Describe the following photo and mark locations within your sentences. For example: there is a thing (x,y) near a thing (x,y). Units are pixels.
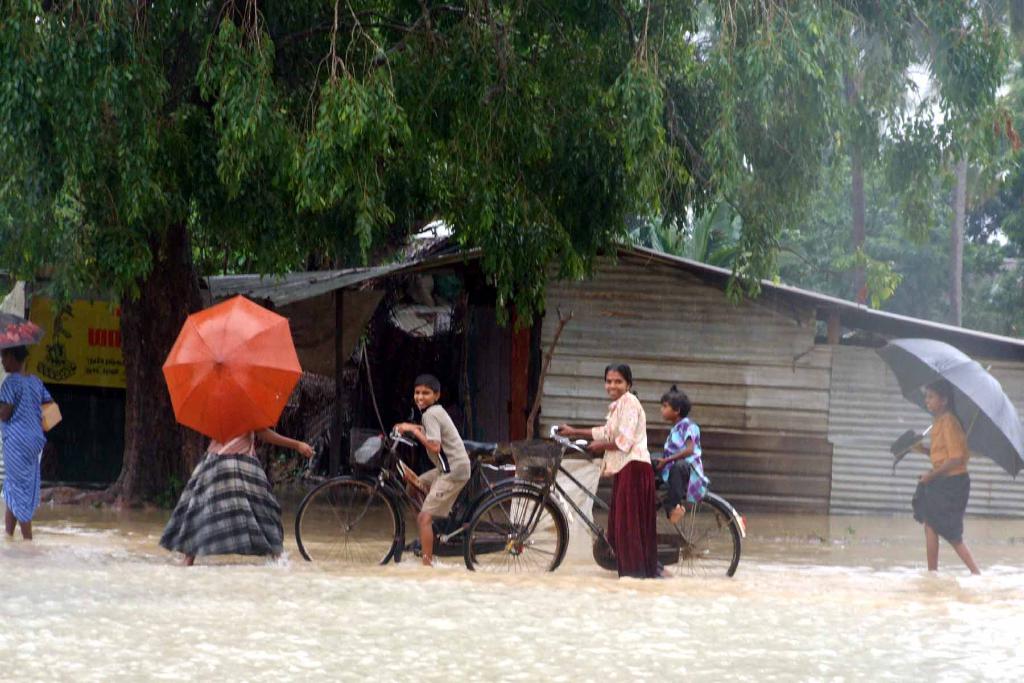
In this picture we can see two bicycles (446,530) here, there are some people (18,491) standing here, this person (277,507) is holding an umbrella (245,407), in the background (472,366) there is a room (490,329), we can see some trees (580,117) here, on the left side (80,341) there is a board (116,364).
